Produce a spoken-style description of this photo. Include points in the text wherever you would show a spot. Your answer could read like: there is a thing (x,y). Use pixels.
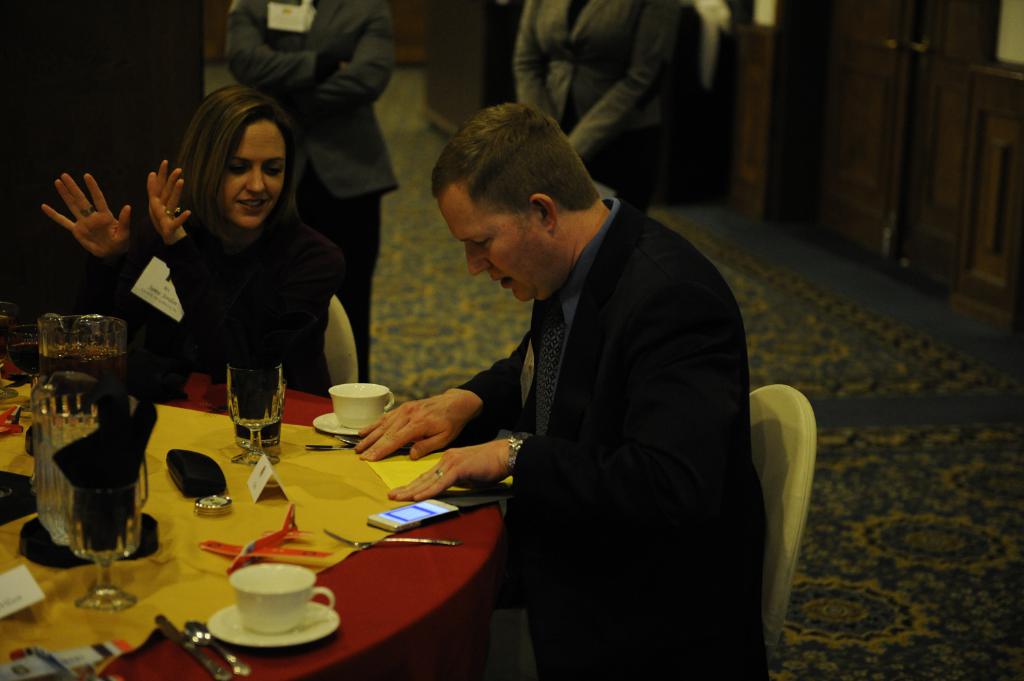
The picture is taken in a hall (680,118). in the bottom left corner (226,477) there is a table (187,511). On the table (198,519) there are cup (286,581) plate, glasses (258,421), jug (92,383), napkin,,spoons (104,443), paper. Around the table (383,493) there are two chairs (350,336). On those chairs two persons (653,455) are sitting. Behind them two persons (259,30) are standing. On the floor (807,293) there is a carpet (872,441). on the right top corner (919,168) there is a door (895,135).
